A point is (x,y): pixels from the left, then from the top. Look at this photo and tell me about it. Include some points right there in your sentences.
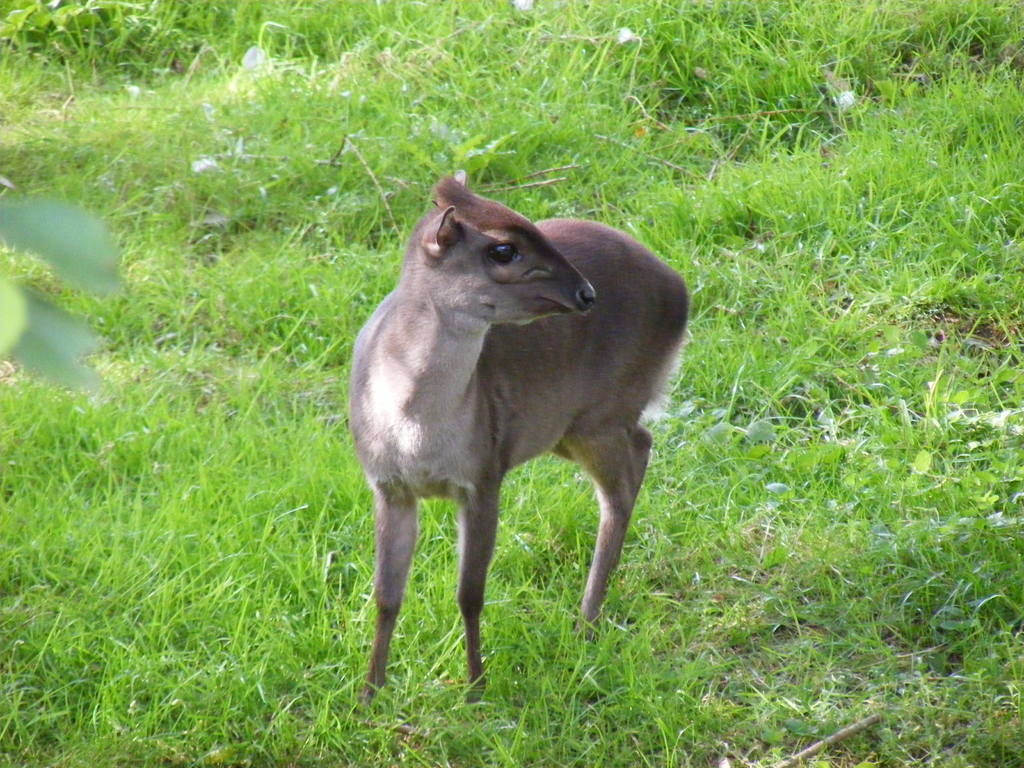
In this image in the center (460,316) there is an animal (480,363), at the bottom (569,674) there is grass (781,595) and there are some leaves (73,231) on the left side (80,283).
